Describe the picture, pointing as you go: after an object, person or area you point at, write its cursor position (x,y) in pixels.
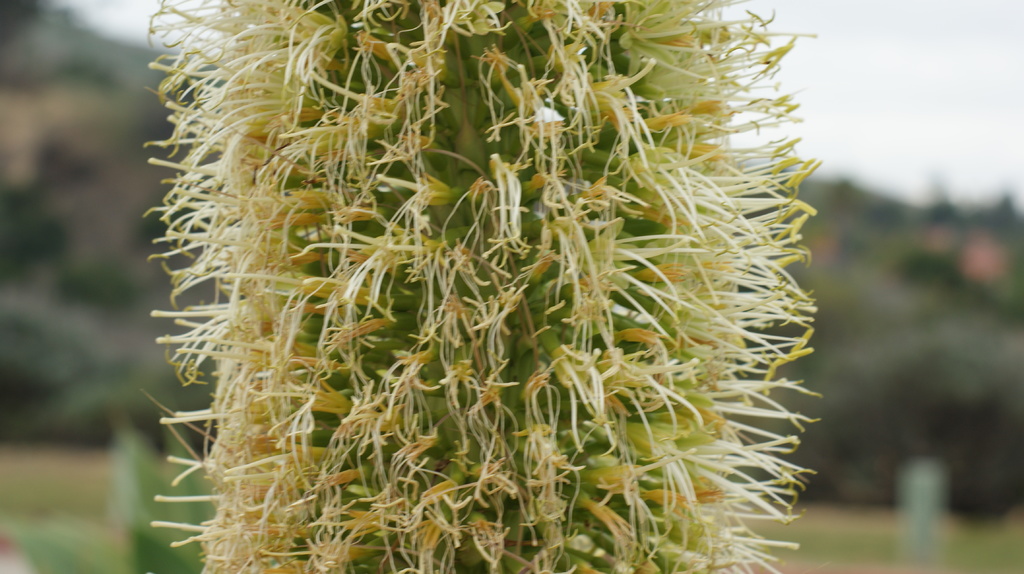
This is the picture of a plant (577,293) and in the background (84,305), the image is blurred.
